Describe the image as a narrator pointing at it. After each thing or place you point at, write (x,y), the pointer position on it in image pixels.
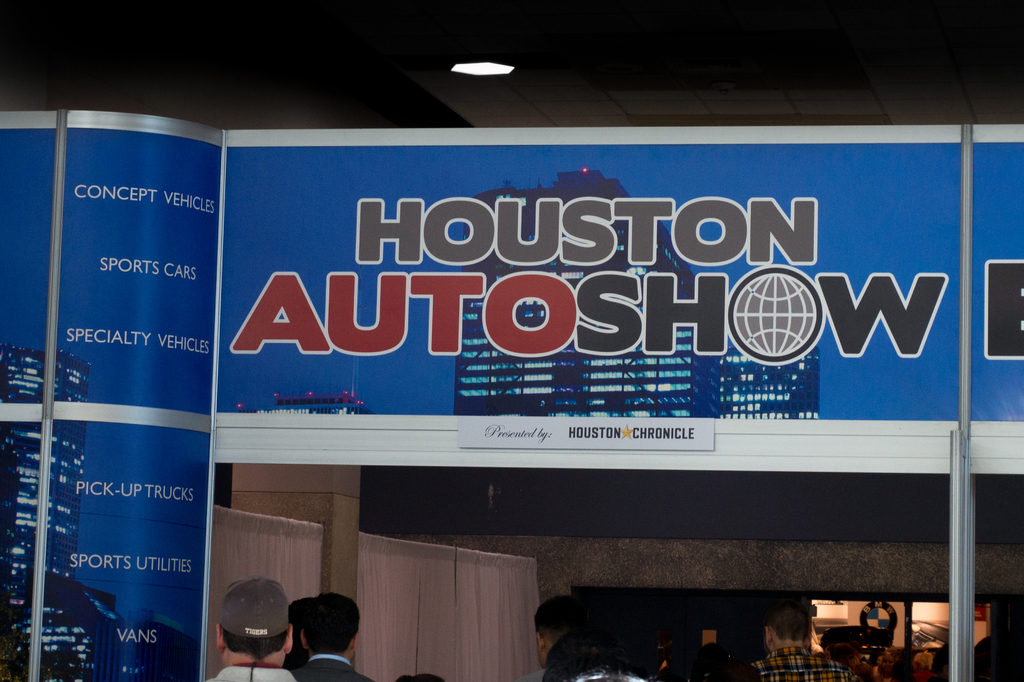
In this image I can see few persons (290,611) are standing, few huge banners (793,312) which are blue in color, the ceiling (718,67) and a light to the ceiling (485,78).
